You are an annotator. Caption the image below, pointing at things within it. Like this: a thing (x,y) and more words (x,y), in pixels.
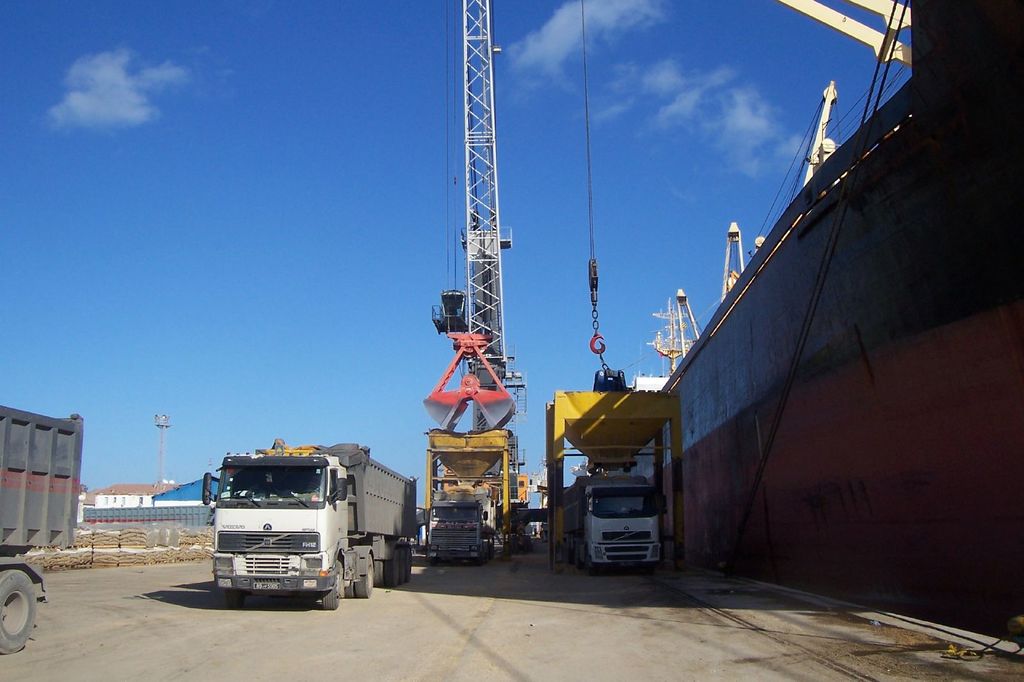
In this image I can see number of trucks (455,510) on the road (808,641). On the right side of the image (853,471) I can see a ship (662,356). In the center of the image (502,286) I can see few crane machines (467,330). In the background (144,552) I can see few buildings (142,490), number of brown color things (196,558), a pole (162,483) clouds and the sky (624,178).
